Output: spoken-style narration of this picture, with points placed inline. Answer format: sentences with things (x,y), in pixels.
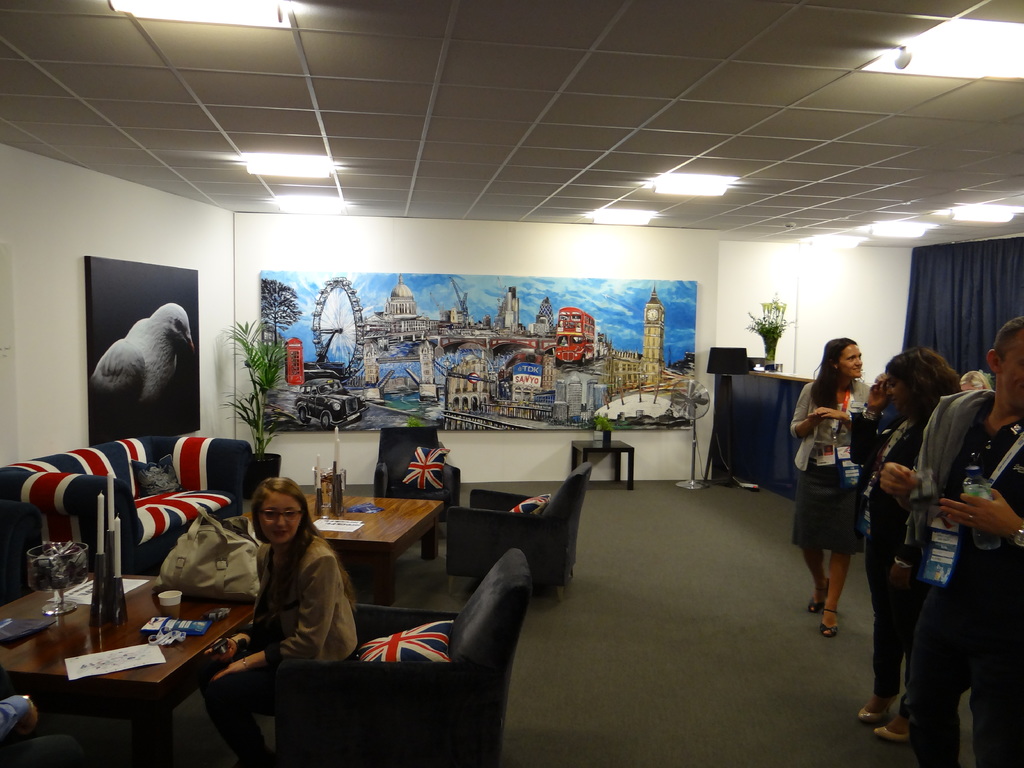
in the picture we can see a woman (282,569) sitting on the sofa (490,615) with the table (187,643) in front of it, we can also see another woman (857,400) walking, we can see some of the persons (1003,540) standing, we can also see a beautiful scenery (446,349) on the wall (661,441), we can see a plant (253,391), we can also see the table (607,449) and pedestal fan (678,408), we can also see lights (716,176) in the roof (736,135).
